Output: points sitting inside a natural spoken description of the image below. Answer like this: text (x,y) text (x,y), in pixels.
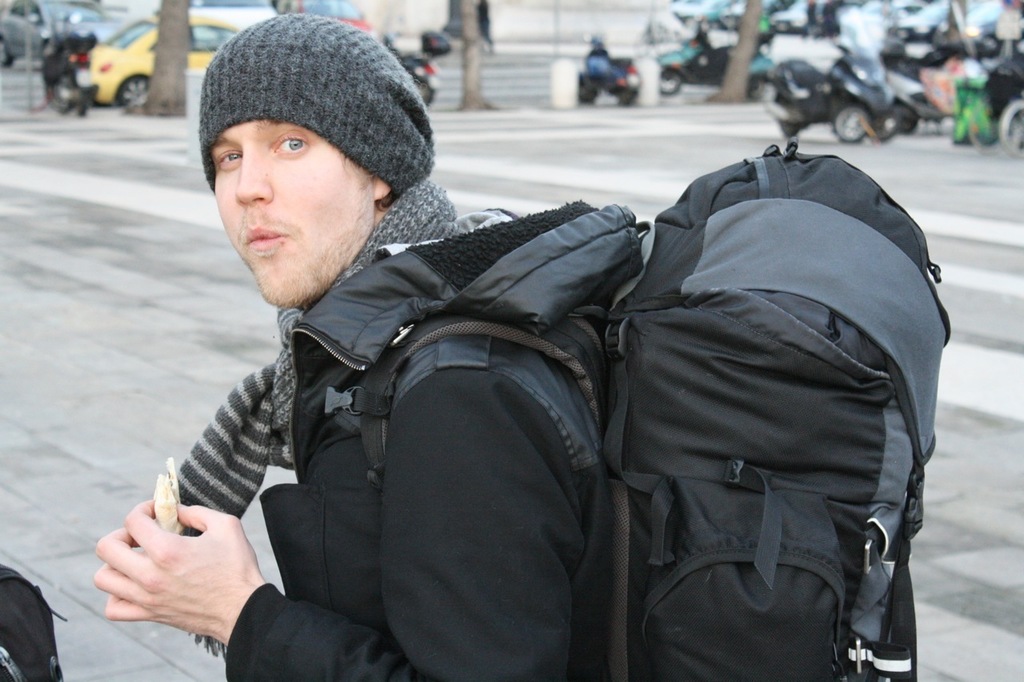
In this picture we observe a black shirt guy (549,469) with a backpack (814,319). In the background (615,68) there are many vehicles (879,72).
